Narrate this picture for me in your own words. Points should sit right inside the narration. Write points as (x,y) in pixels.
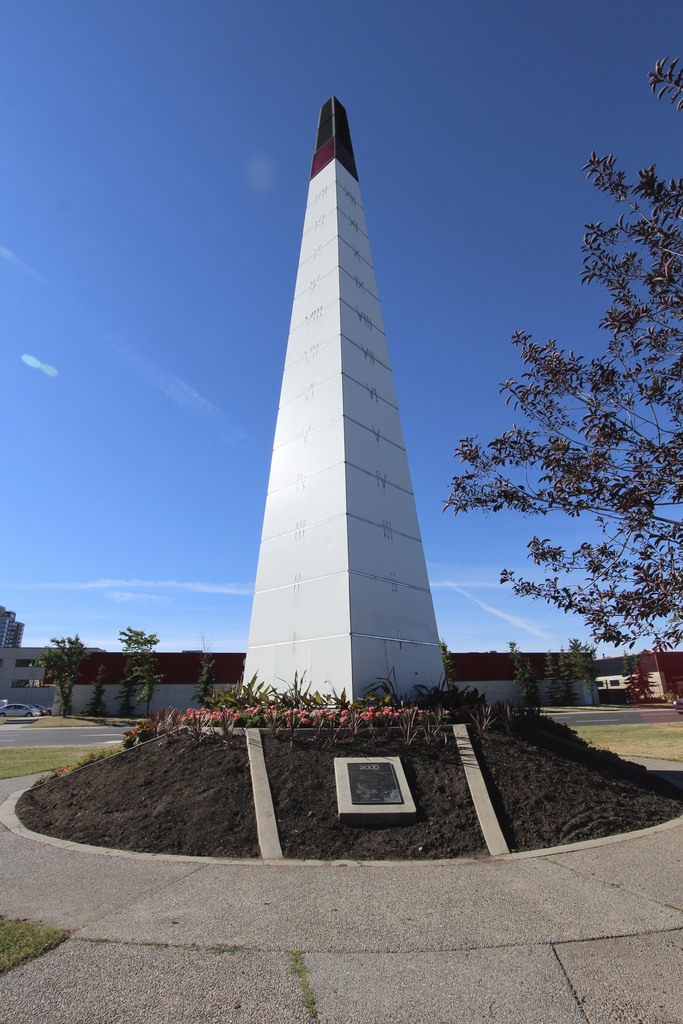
In this image I can see there is a tower (302,392) in the middle (381,471) in white color and there are flower plants (365,723) at the bottom (330,717). On the right side (657,253) there is a tree (657,253), on the left side (36,711) there is a car (16,713) moving on the road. At the top (609,8) it is the sky (42,561).
